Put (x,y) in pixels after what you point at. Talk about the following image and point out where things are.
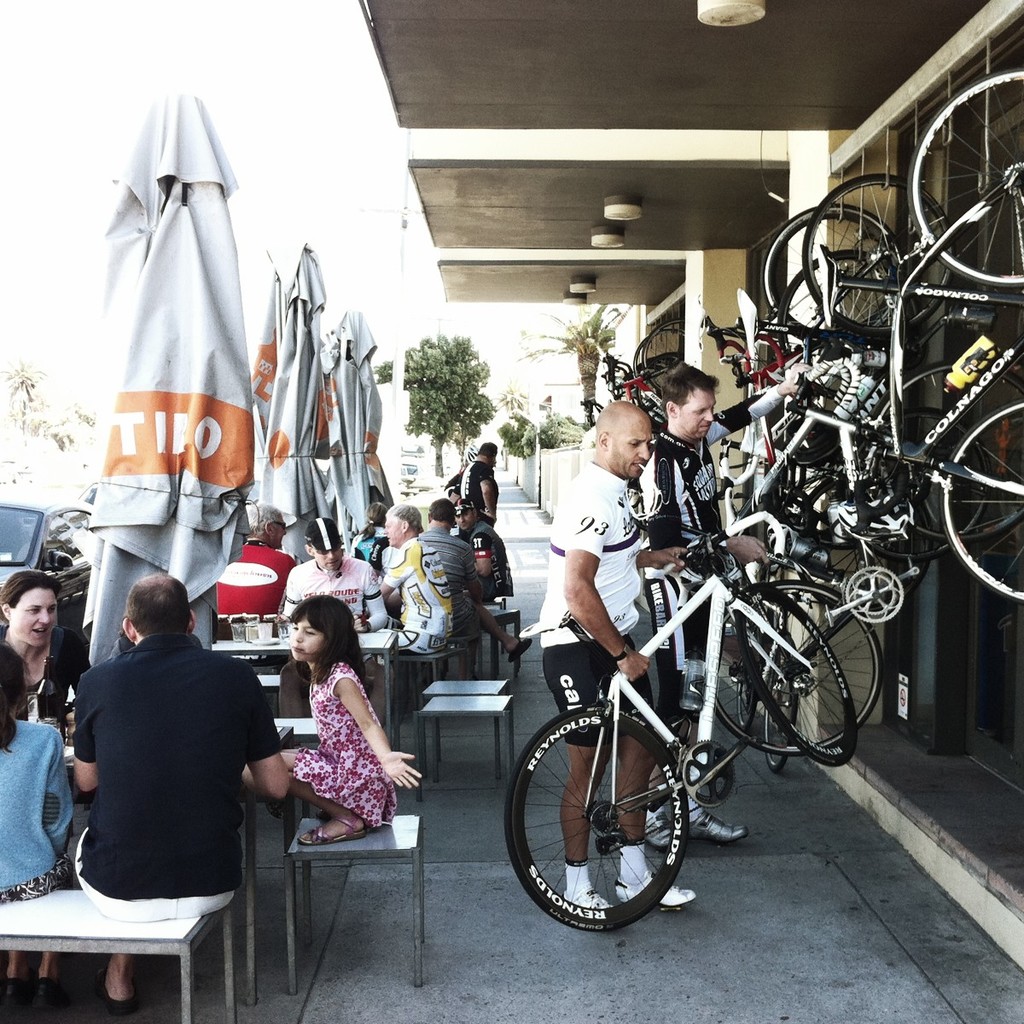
In this image towards the left (158,729) for each table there were group of people (225,802) sitting, towards the right (692,468) there were two men (676,509) holding a bicycles (738,482). In the background (509,353) there is a tree (447,372), a car (36,515) and sky (252,233).
